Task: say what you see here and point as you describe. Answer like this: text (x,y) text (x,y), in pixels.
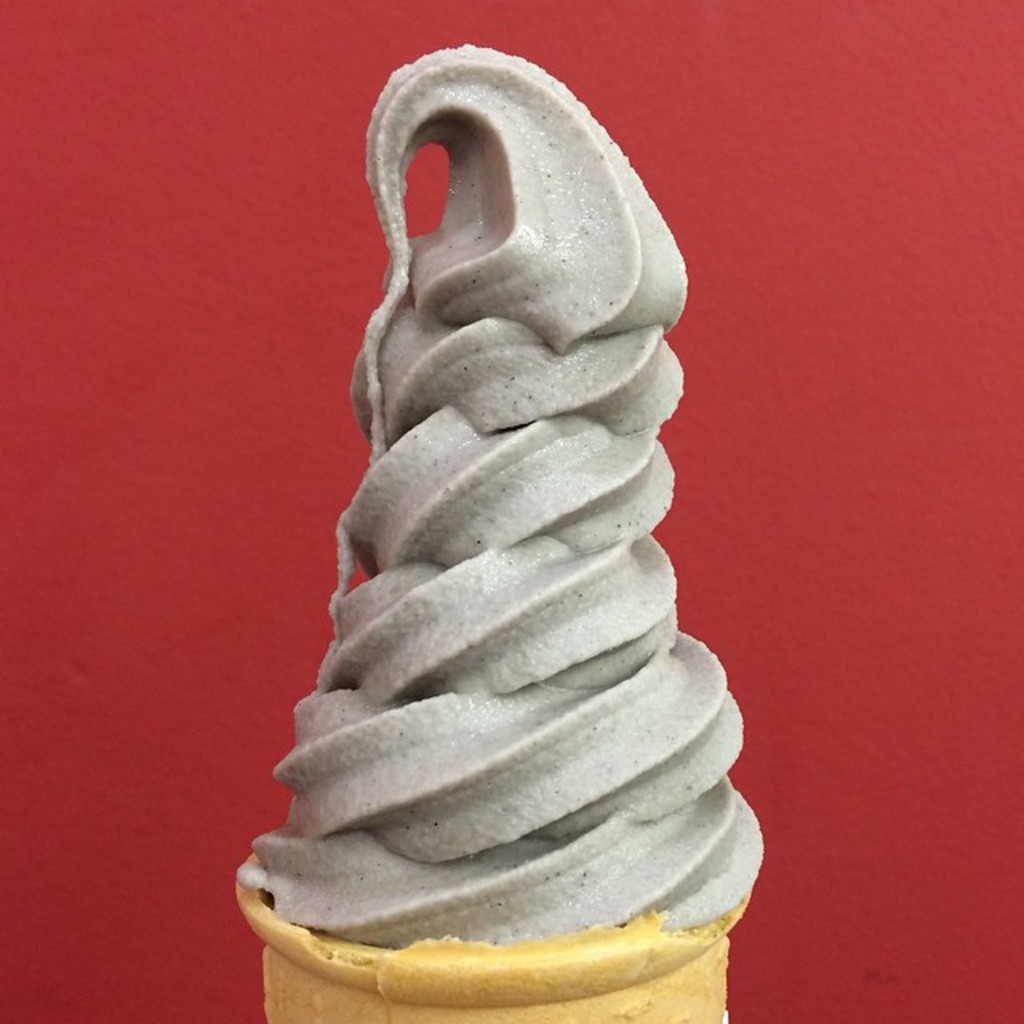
In this picture I can see an ice cream (401,754) with a cone wafer (311,993), and there is red background (197,280).
